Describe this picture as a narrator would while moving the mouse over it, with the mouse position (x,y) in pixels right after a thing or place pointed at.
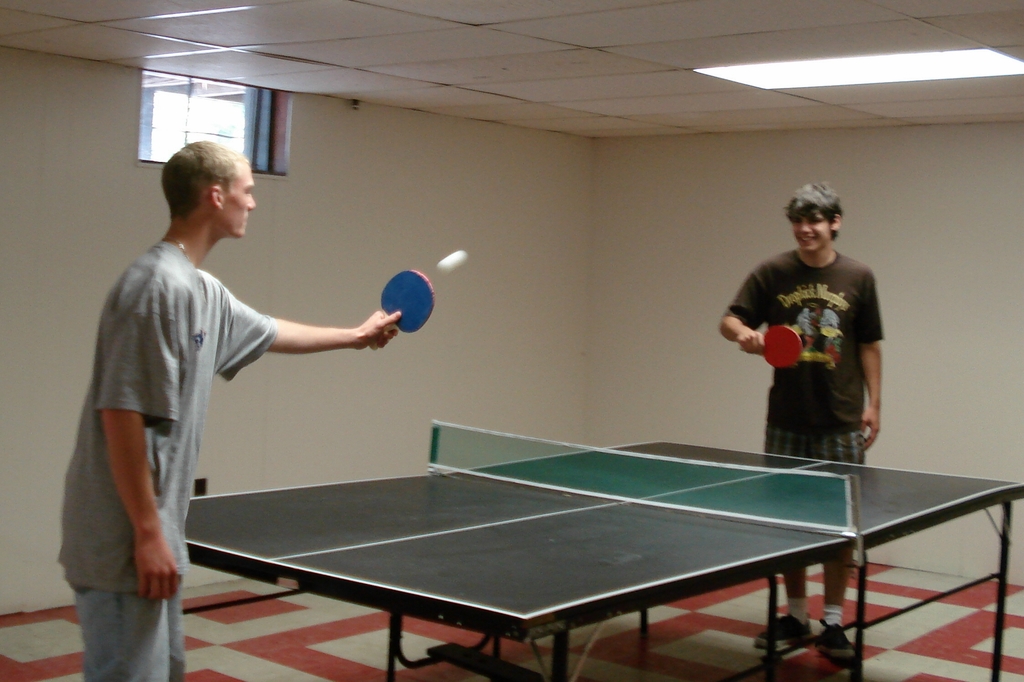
In this image I can see a person (155,422) wearing grey colored dress (162,378) and another person (828,359) wearing brown colored t shirt (818,388) and short (827,449) are standing on either sides of the table tennis table (441,576). I can see both of them are holding bats (422,309) in their hands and I can see a ball (463,252) over here. In the background (505,256) I can see the cream colored walls (531,195), the ceiling (586,88), a light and a window (203,110).
